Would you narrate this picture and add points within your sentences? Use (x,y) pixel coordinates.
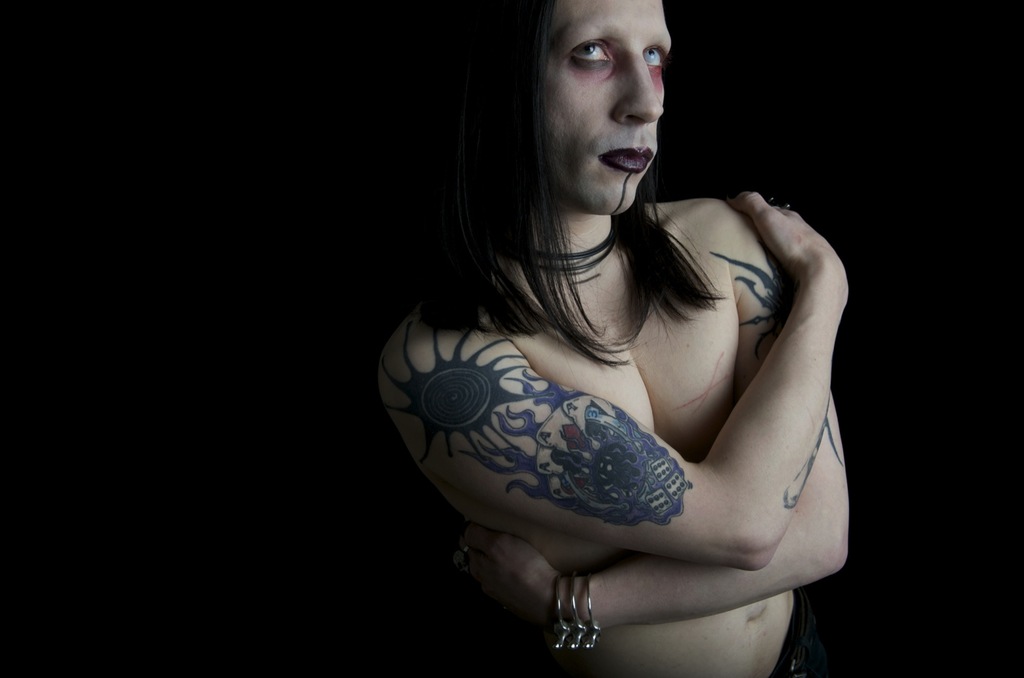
In this picture we can see a person (647,454) is standing, and behind the person (566,426) there is a dark background (951,560).
